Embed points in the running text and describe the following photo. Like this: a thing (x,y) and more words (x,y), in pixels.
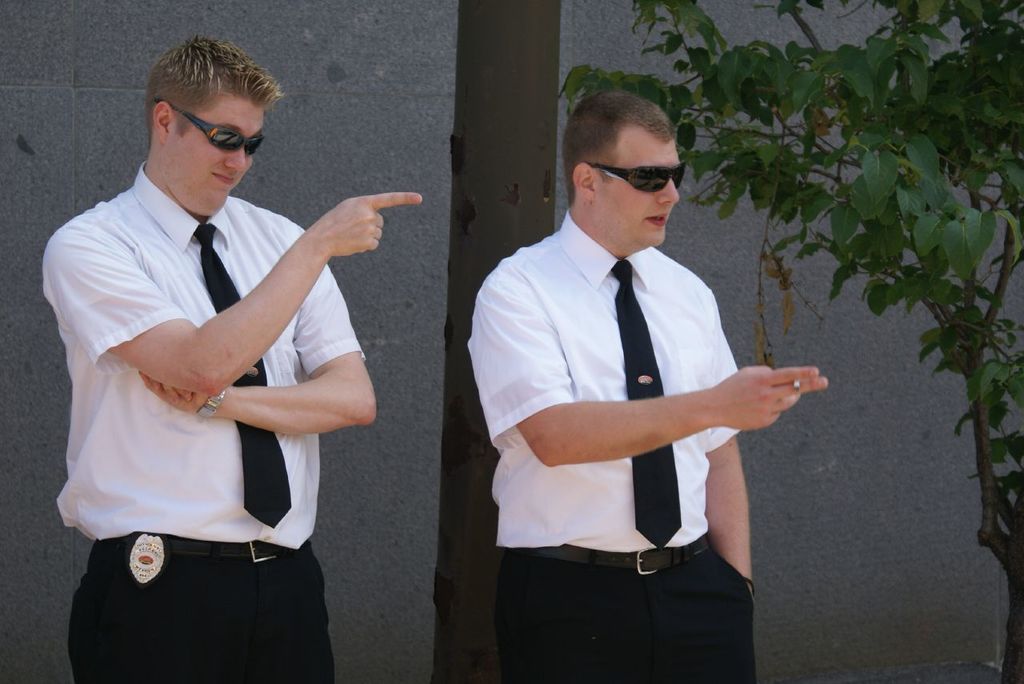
As we can see in the image there is a wall (405,179), tree (902,51) and two people (579,160) wearing white color shirts (104,285).
